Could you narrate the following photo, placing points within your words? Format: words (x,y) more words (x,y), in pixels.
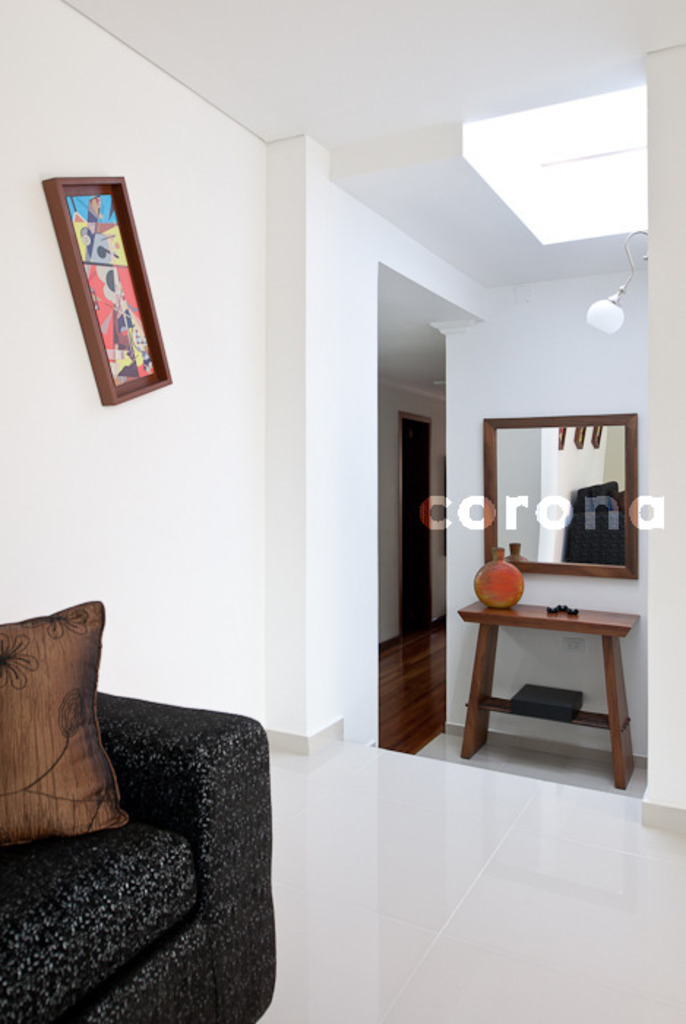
This is an inside view. On the left corner (125,911) there is a couch (185,966), beside that there is a frame (116,272) is attached to the wall (129,506). On the right side (566,454) I can see a mirror (577,541) below that there is a table (605,653).
